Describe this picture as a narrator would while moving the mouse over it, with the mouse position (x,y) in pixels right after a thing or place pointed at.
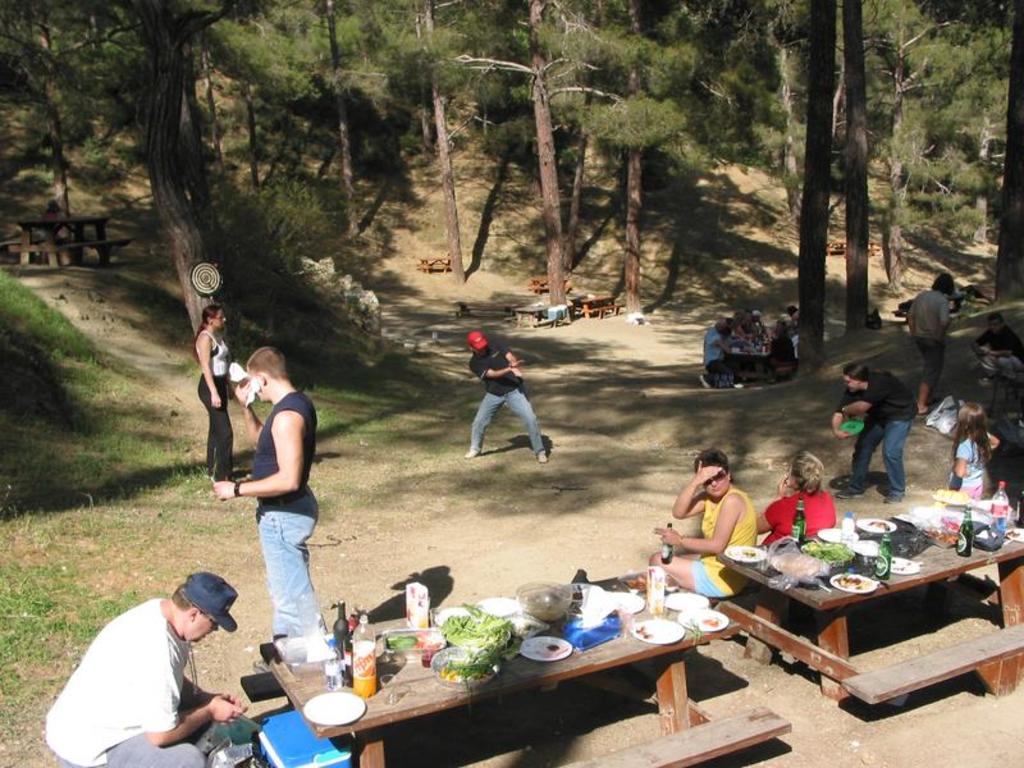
In this image i can see few people (742,532) sitting and few people (259,479) standing. In the background (559,223) i can see trees (661,102) and benches (98,223).
